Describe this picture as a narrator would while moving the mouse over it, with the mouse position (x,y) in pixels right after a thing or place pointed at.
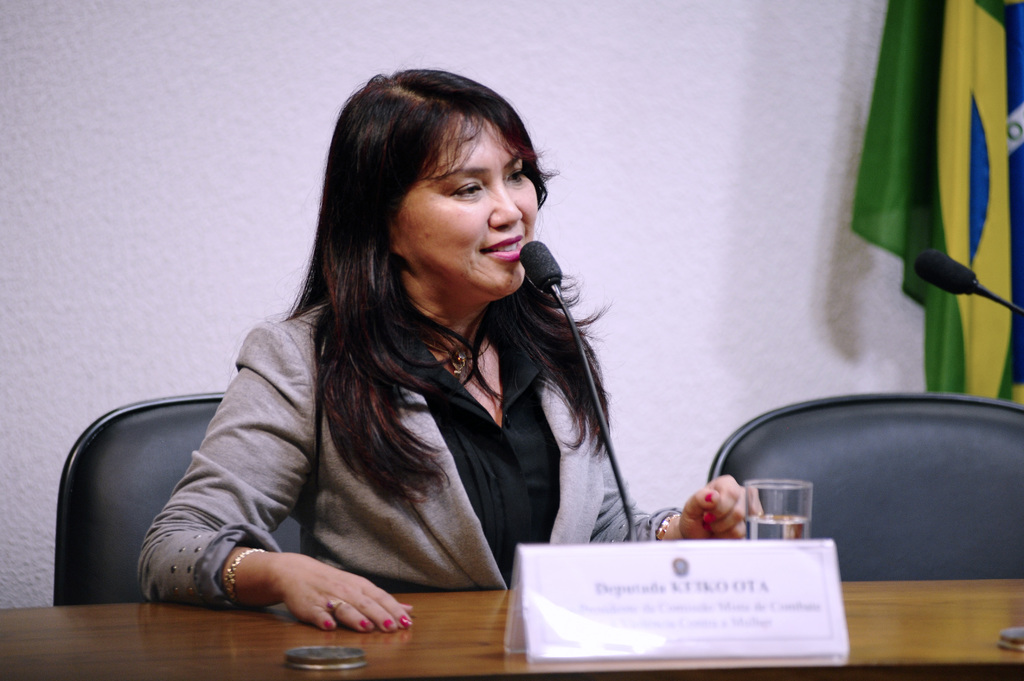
In the middle of the image (429,377) we can see a woman (365,431), she is seated on the chair (116,524), in front of her we can see a glass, microphone (539,262) and a name board (744,603) on the table (971,599), in the background (926,215) we can see a flag (960,147).
